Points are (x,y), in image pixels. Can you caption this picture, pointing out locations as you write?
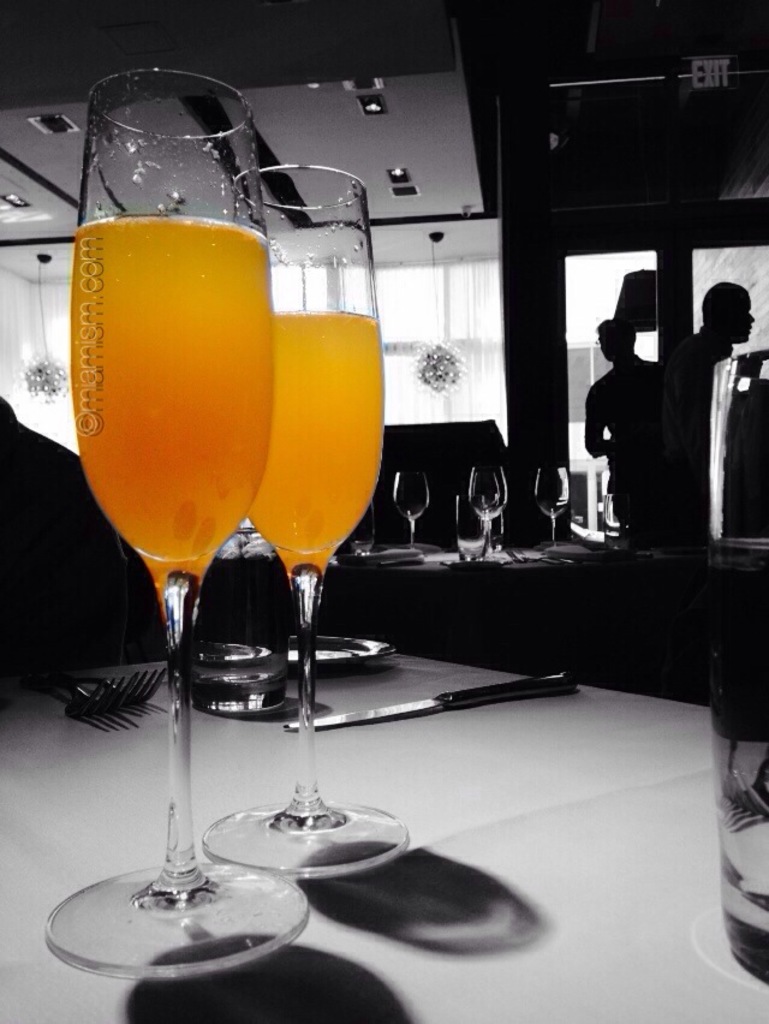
We can see two glasses (253,387) with juice (292,387) and knife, plate (334,638), forks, glasses (739,755) on the tables (400,728). Two persons (644,450) are standing. On the top (395,175) we can see lights (446,352).
